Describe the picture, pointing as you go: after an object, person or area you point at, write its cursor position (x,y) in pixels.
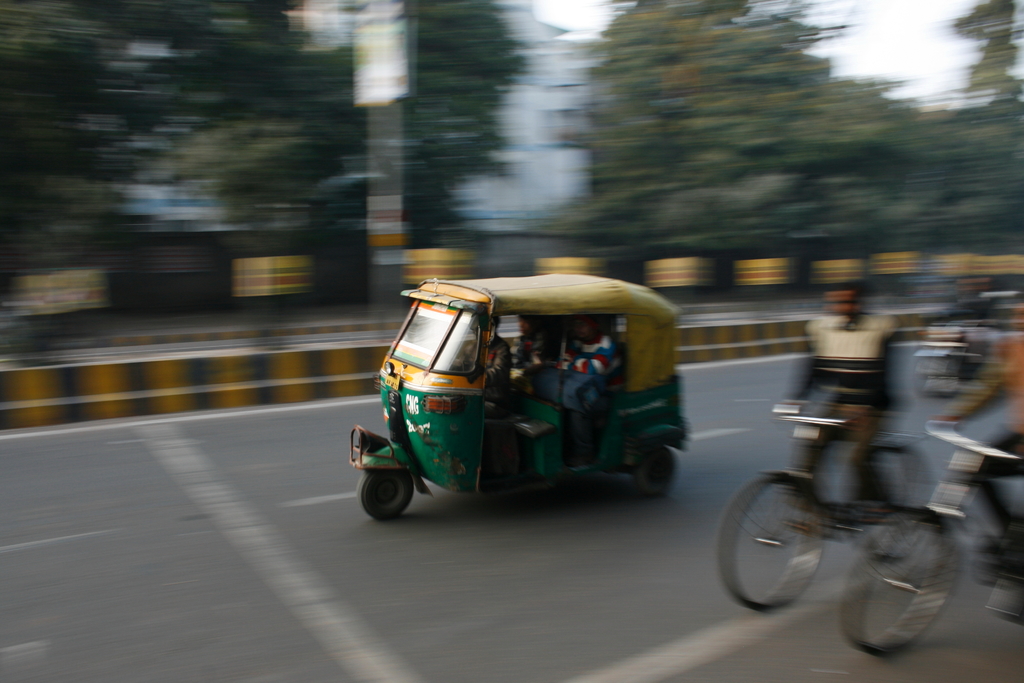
In this image I can see a road (529,507) in the front (211,454) and on it I can see an auto (369,493), two bicycles (813,476) and a vehicle (962,336). I can also see number of people (858,473) where two of them are sitting on the bicycles (997,460) and three are sitting in the auto (614,405). In the background (382,144) I can see number of boards (62,276), a pole (377,192), number of trees (429,154), a building (522,5) and I can see this image is little bit blurry.
